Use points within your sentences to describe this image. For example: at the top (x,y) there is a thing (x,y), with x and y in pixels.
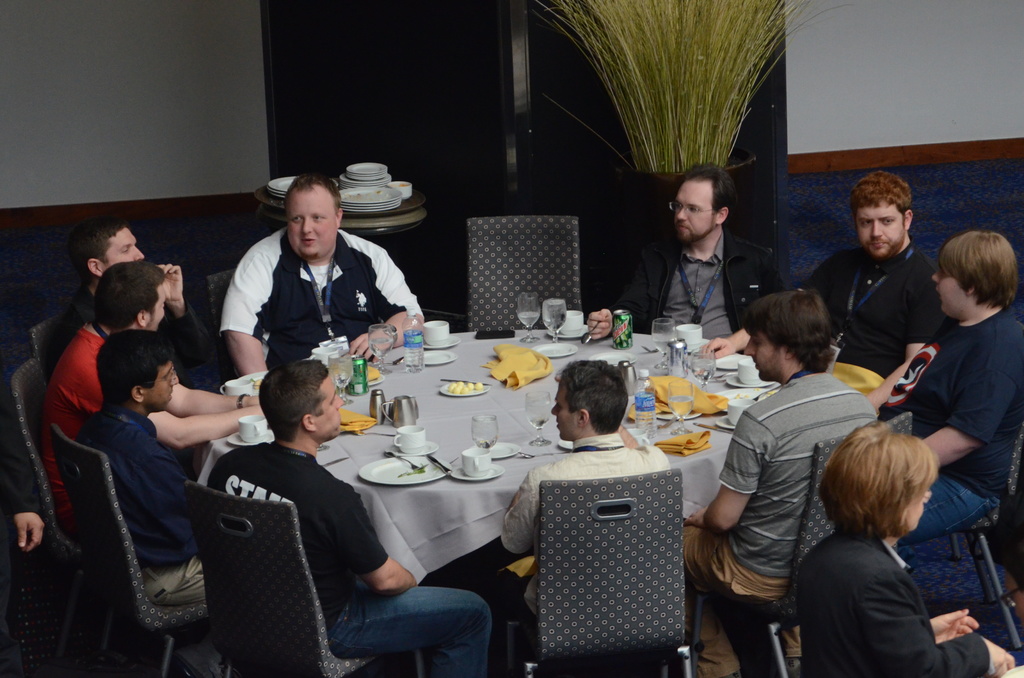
In this image In the middle (385,437) there is a table (429,395) on that there is a glass (489,436), cup (445,328), bottle (419,354) cloth (508,383), plate (453,395), tin (358,368) and some other items (374,405) around the table (679,347) there are some people (662,310) sitting on the chairs (200,511). In the background (415,212) there is a table (407,200), plates (364,205) cup (407,186) and wall (933,66).
